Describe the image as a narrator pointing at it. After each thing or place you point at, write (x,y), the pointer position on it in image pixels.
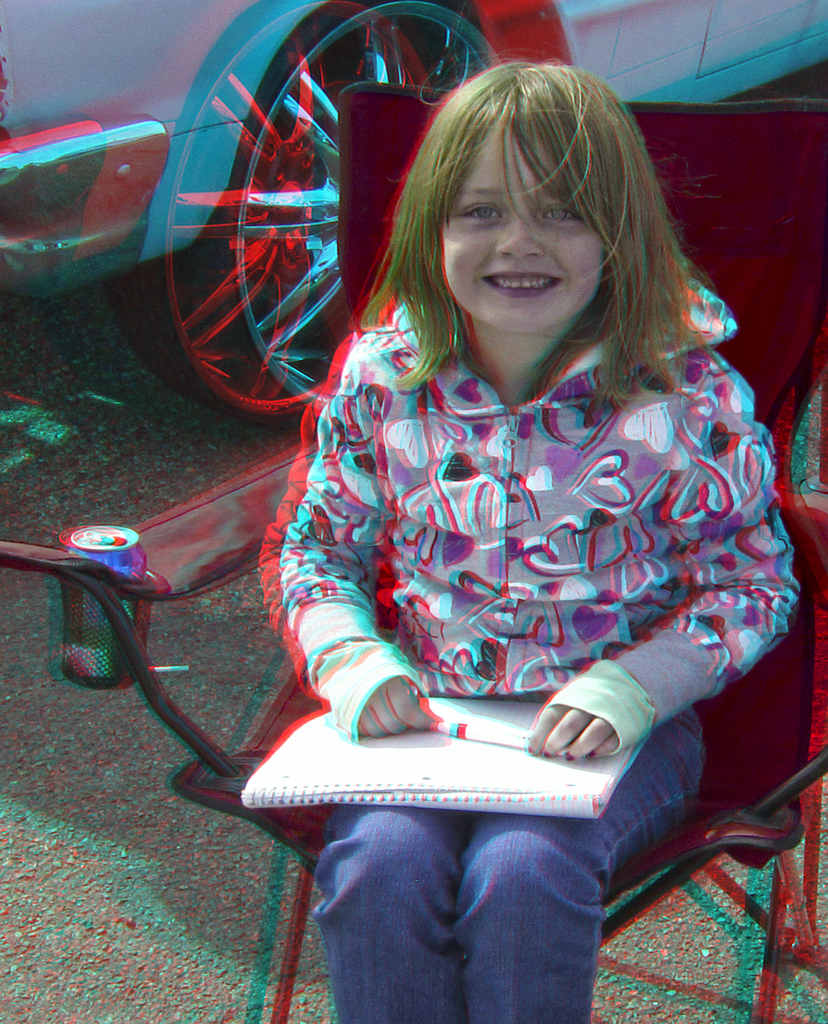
In this image a girl (500,570) is sitting on the chair (804,771). She is having a book (502,771) and a pen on her lap (498,858). Behind there is a car (193,366) on the road (154,416).
